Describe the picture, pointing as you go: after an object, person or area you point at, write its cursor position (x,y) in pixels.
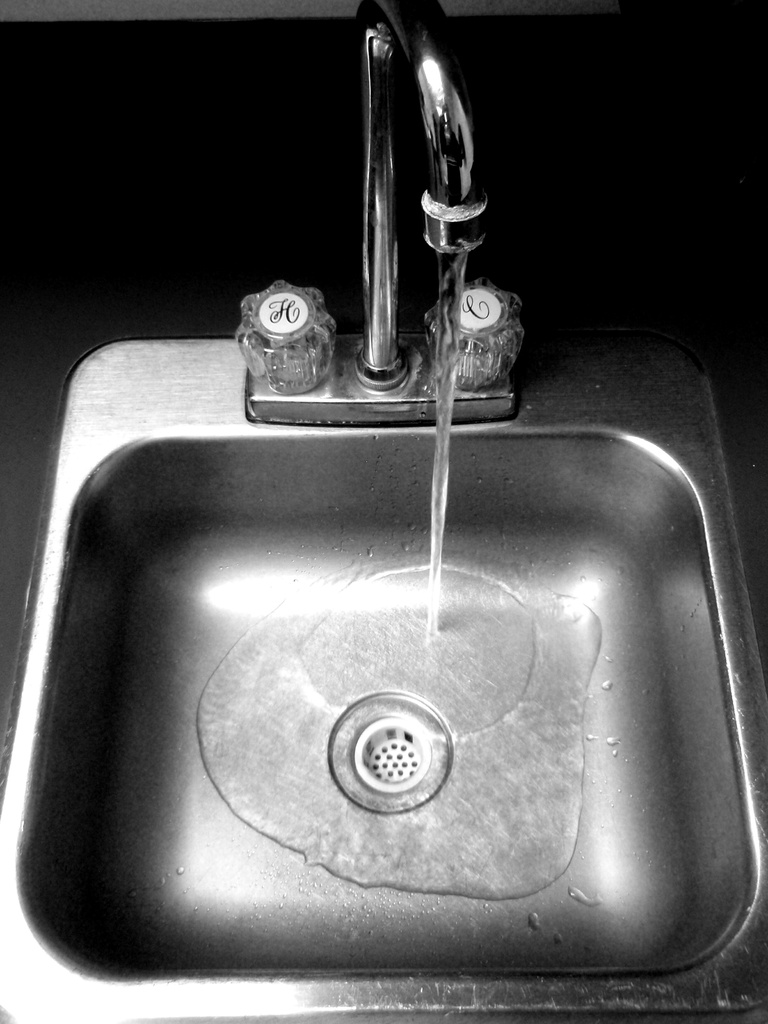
In this image there is water (454,285) flowing through the tap (368,218) in the sink (380,533).
